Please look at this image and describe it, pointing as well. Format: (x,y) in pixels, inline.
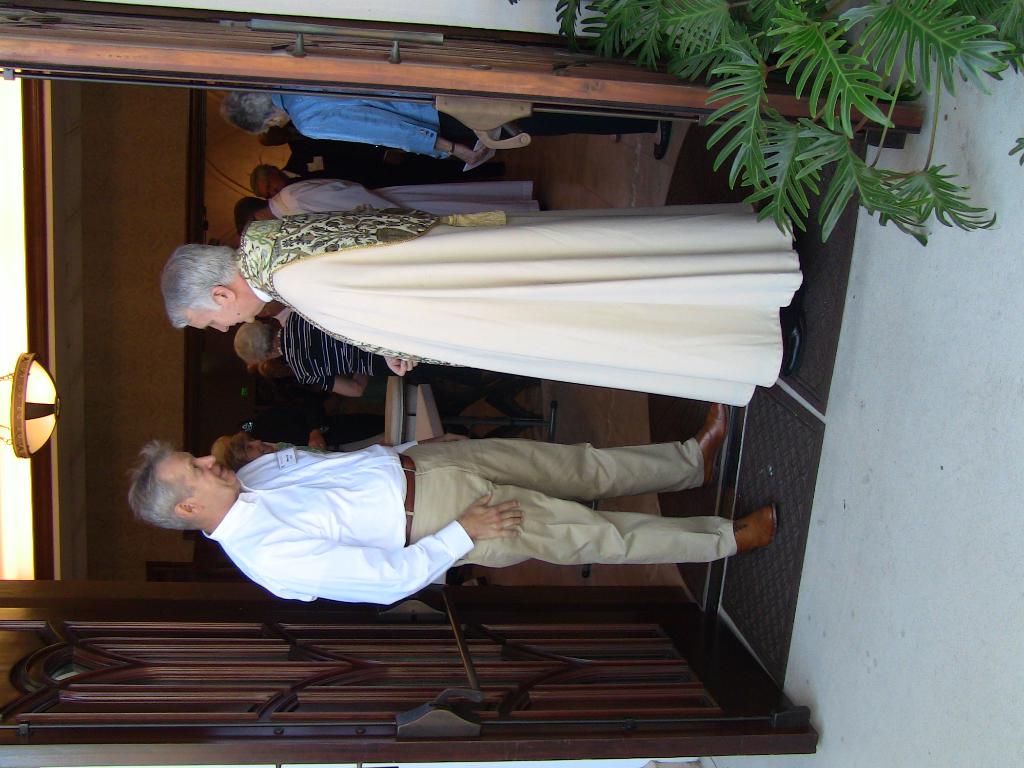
This picture is in left side direction. In this image there are group of people (475,137) standing inside the room (407,397) and there are two people (432,281) standing at the entrance (543,198) and there is a door (409,719). At the top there is a light (39,416). At the bottom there is a floor (939,630) and there are mats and there is a plant (1013,29).
